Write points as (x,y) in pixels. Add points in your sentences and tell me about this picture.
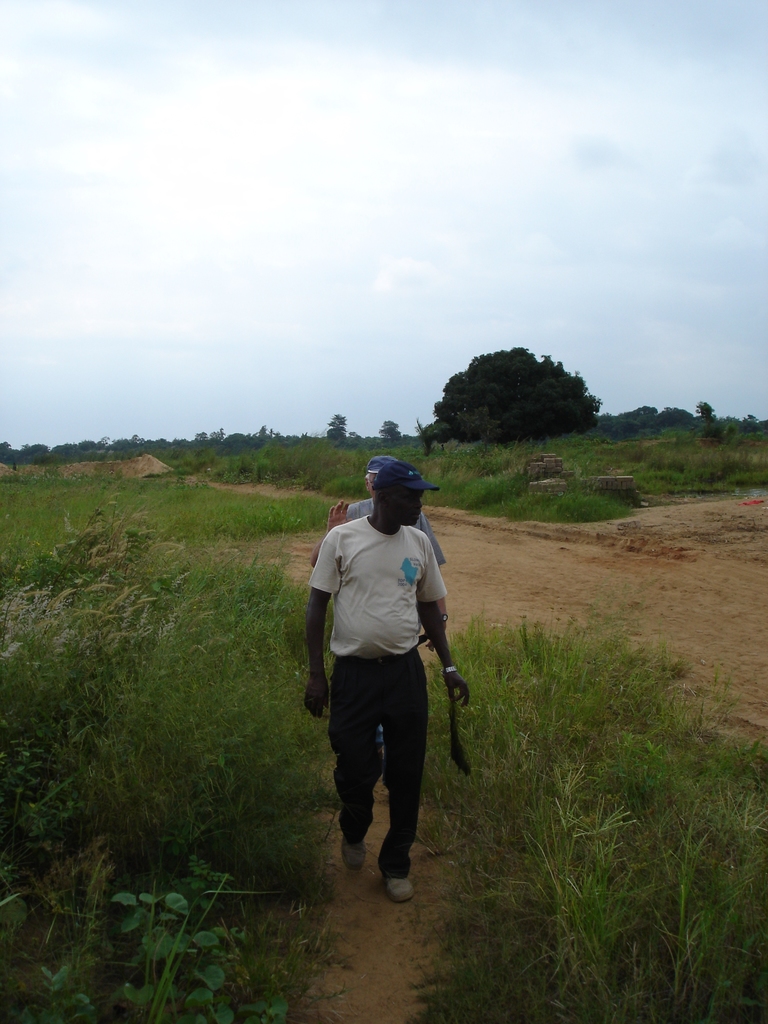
In this picture we can see two people (357,624) on the path (324,853). We can see grass (306,926), plants (19,601), trees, other objects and the clouds (317,102) in the sky (314,201).
